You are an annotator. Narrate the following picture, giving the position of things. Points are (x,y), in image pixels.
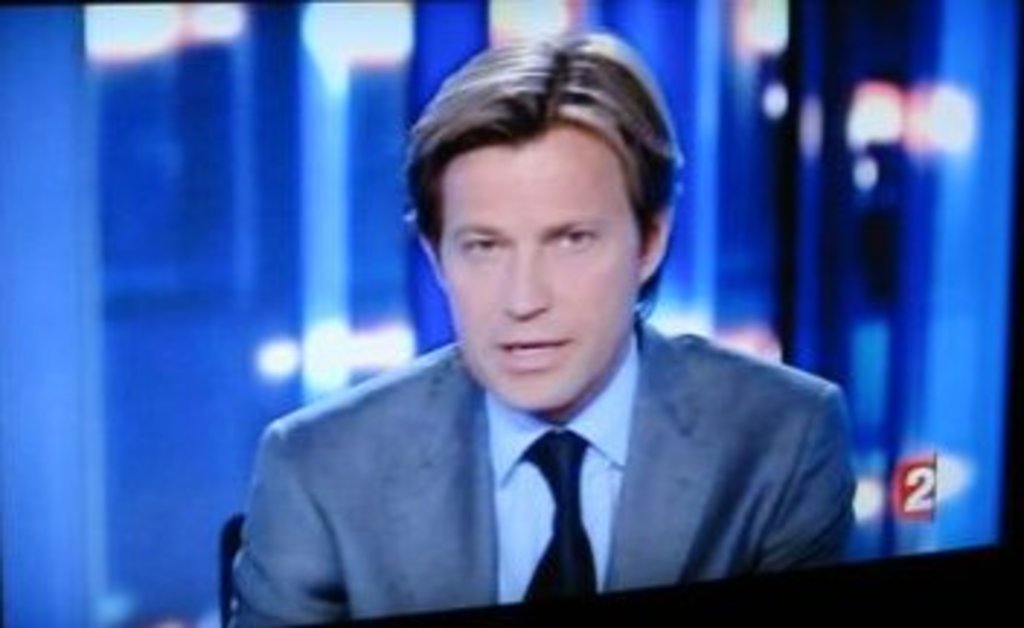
In this image there is a television (586,437) and on the television screen (353,272) there is one person (637,290), and there is blurry background (173,411).
